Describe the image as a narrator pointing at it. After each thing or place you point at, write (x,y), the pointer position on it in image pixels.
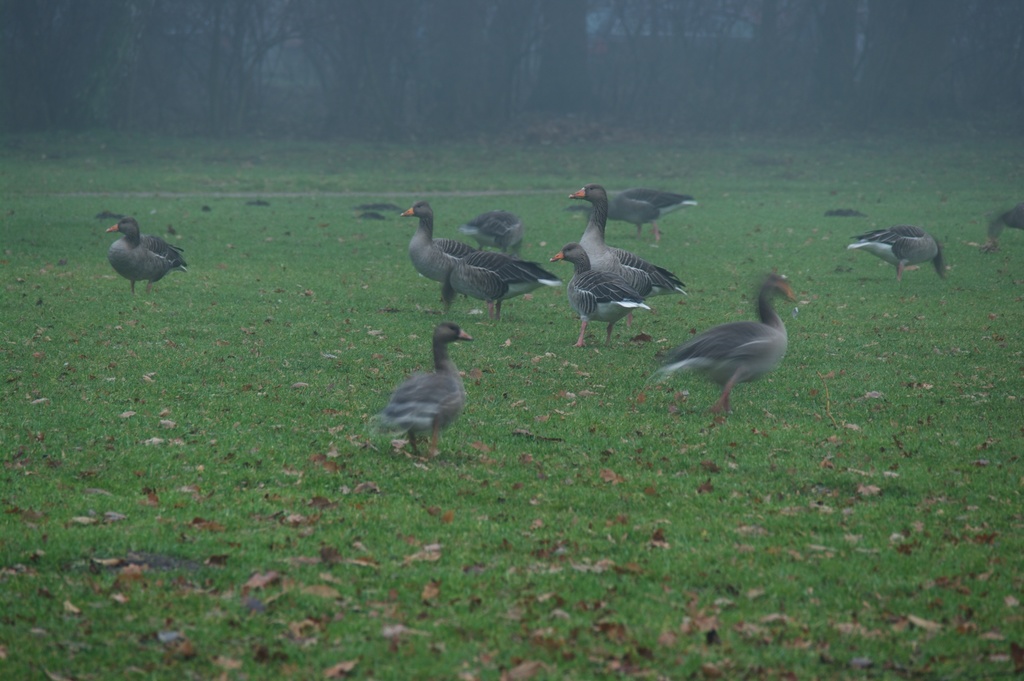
Here in this picture we can see number of geese (467,253) present in the ground (453,345), which is fully covered with grass (419,292) over there and in the far we can see plants (406,86) and trees (766,85) present all over there.
